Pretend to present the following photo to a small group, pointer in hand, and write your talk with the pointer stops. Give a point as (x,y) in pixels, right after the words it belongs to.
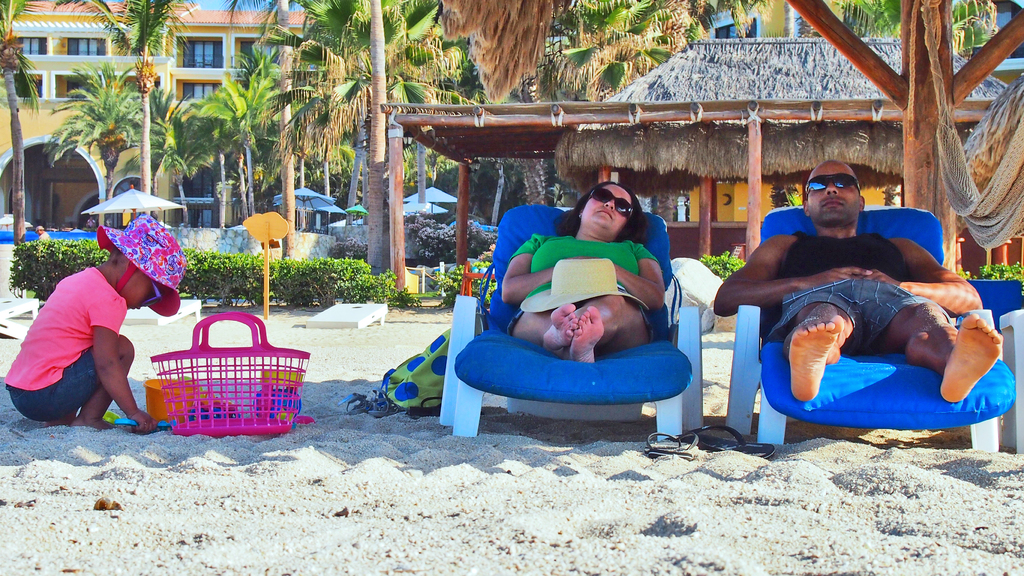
In a given image I can see a people (533,256), sheds (987,112), trees (417,7), sand (431,457), basket (268,418), buildings (196,39), plants (37,266) and some other objects (528,229).
